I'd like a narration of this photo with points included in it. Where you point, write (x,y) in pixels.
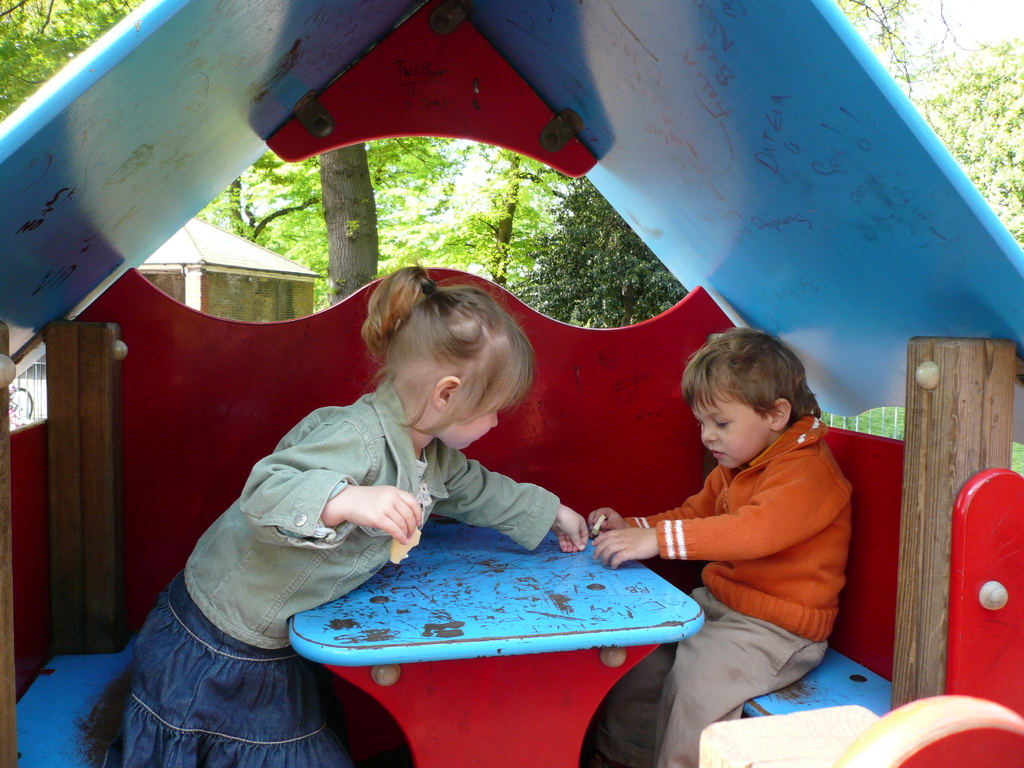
In this picture we can see a boy (759,496) sitting on a bench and a girl (371,514) standing in front of a table (474,590) and she is holding a piece of bread (408,557) in her hand (398,499). They both are under a hut (276,403). On the background (295,201) we can see trees (941,82) and a hut (229,296).
